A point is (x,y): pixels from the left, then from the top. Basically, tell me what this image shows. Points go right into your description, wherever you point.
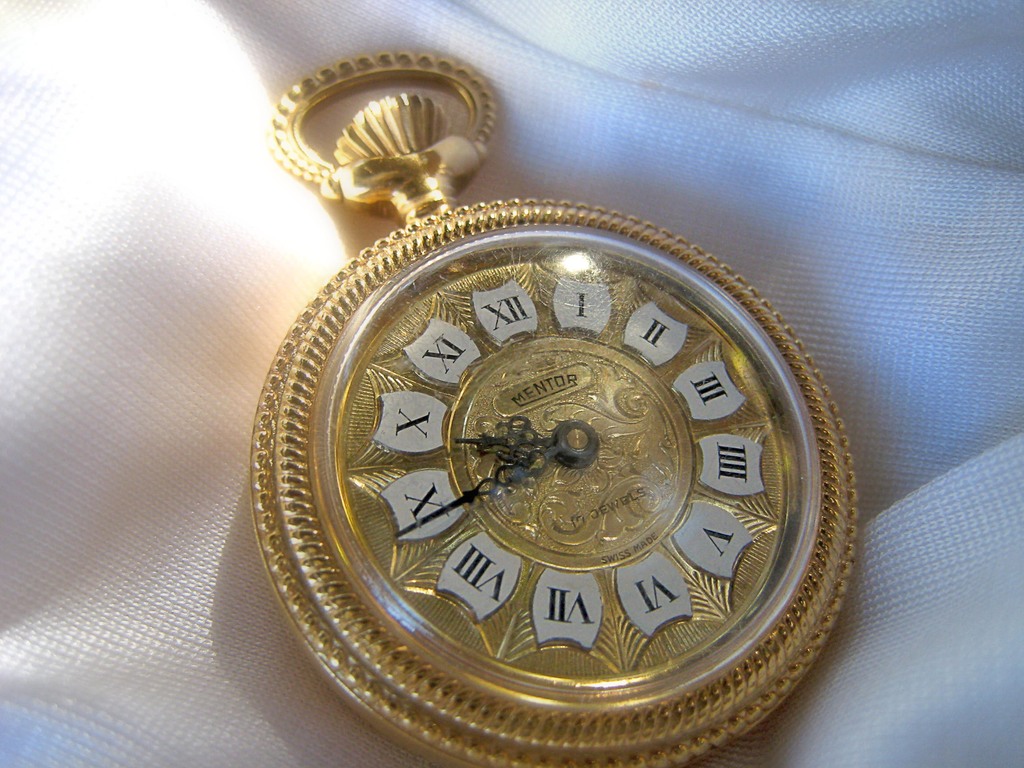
In the picture I can see a pocket watch (425,391) on a white color cloth (64,25).
